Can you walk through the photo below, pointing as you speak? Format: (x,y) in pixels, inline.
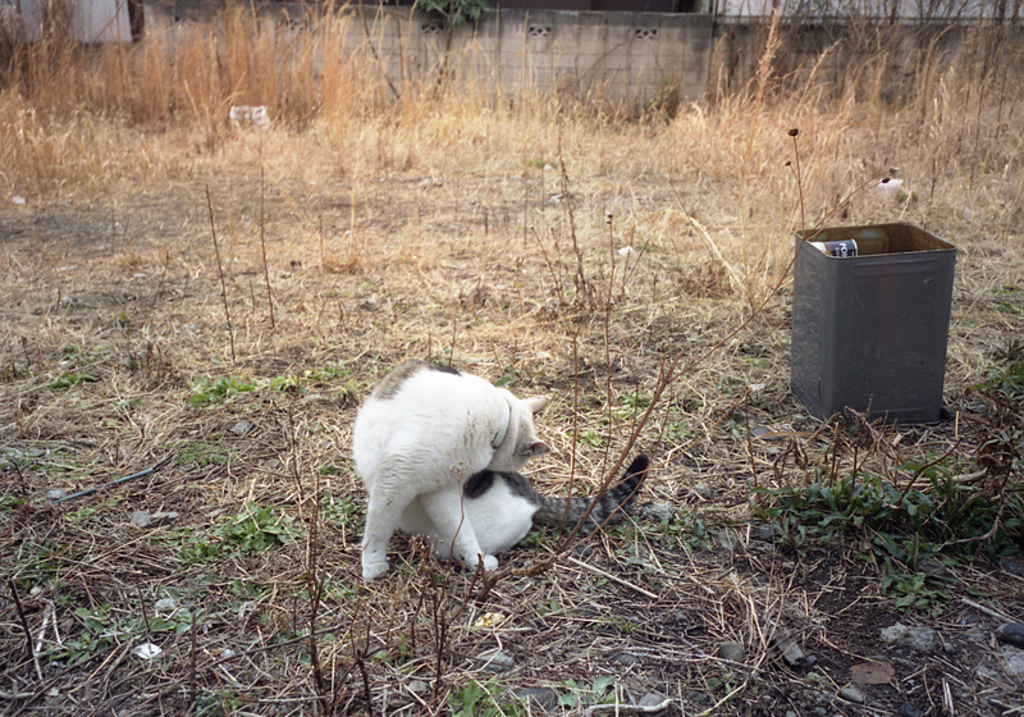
In the center of the image (468,457) we can see a cat (423,484). At the bottom (285,621) there is grass (260,338) and we can see shrubs (884,494). On the right (814,350) there is a tin (814,363). In the background (571,59) there is a wall (403,44).
